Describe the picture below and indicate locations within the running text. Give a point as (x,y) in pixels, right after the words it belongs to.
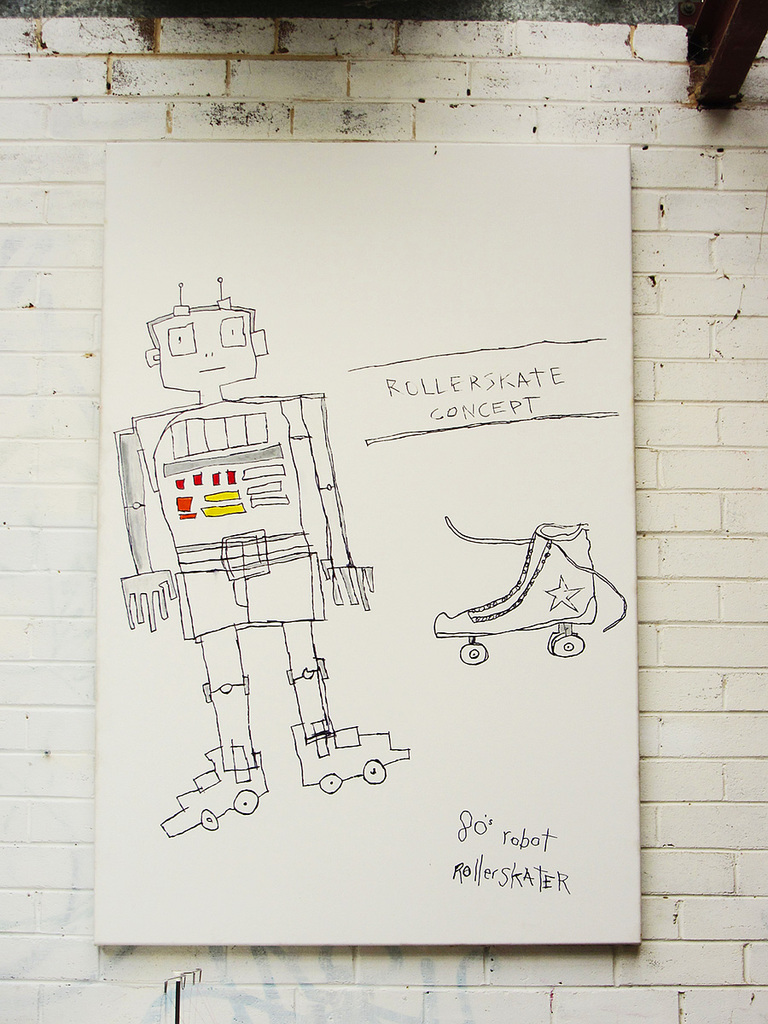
In the image there is a sketch art (228,509) of robot (210,403) and skating shoe (571,614) along with some text (470,385) on the wall (668,815).
